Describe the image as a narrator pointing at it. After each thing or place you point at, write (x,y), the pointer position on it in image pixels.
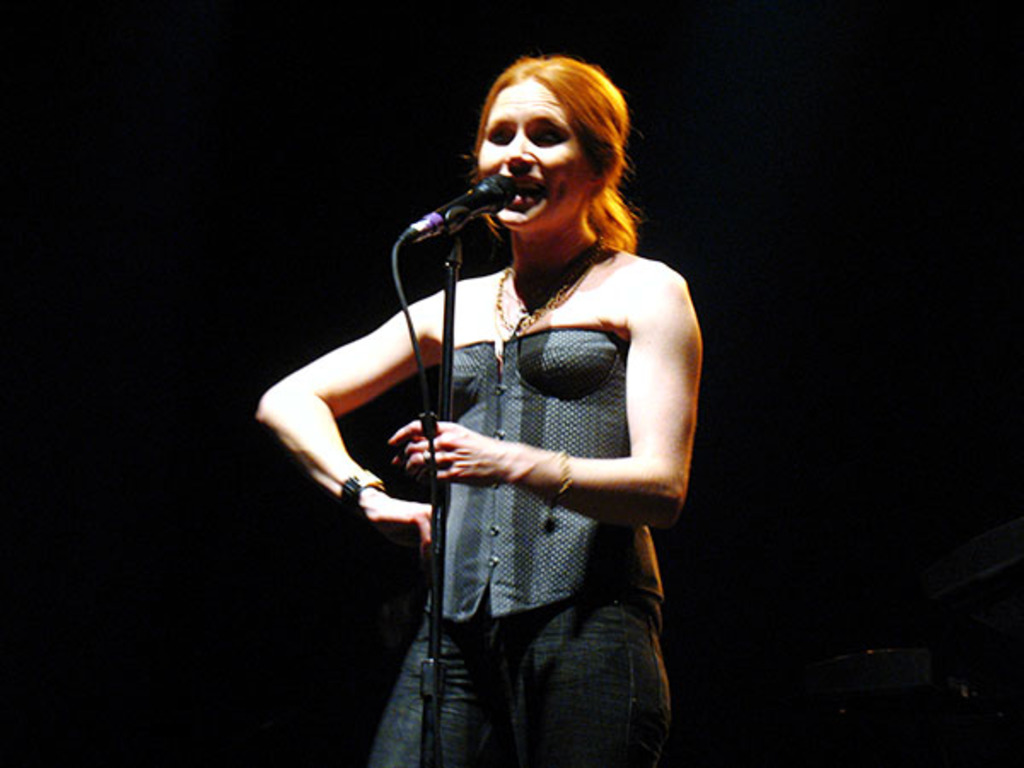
In this picture there is a girl (504,410) standing on the stage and singing on the microphone stand (453,260). Behind there is a black background (1003,100).
